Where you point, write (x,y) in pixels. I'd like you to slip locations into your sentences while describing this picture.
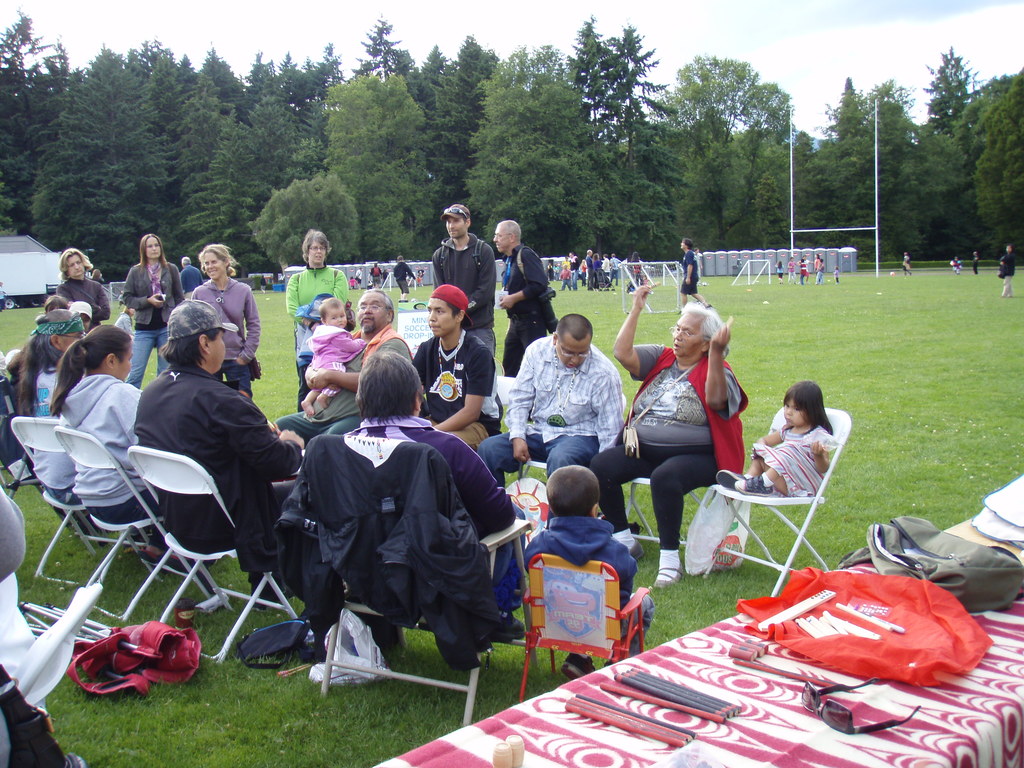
In this image there are people (185,440) sitting on chairs (547,596) and few people (162,313) are standing on a grassland (909,329), in the background (864,263) there are people (641,259) playing and there are trees (595,140) and the sky (722,55) on the bottom right (840,758) there is a table (607,734), on that table (733,698) there are few objects (918,637).
